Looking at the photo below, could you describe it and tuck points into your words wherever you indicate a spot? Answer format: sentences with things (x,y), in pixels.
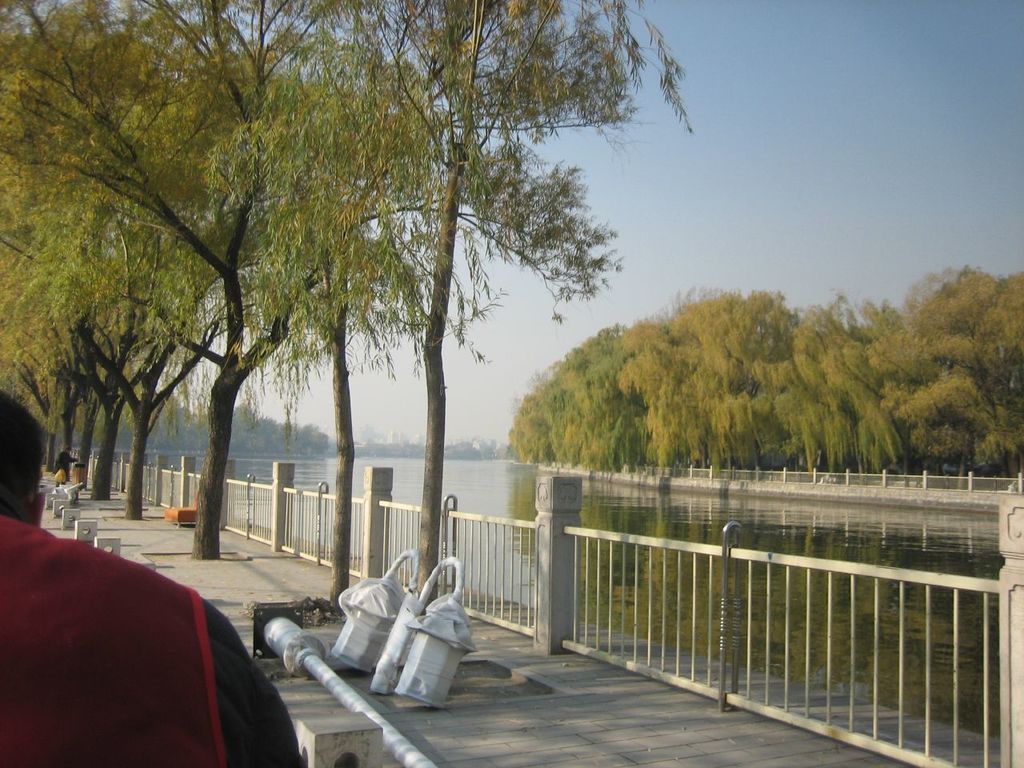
Here we can see a fence (577,526), water (600,523), trees (620,429), and two persons (84,720). In the background (949,188) there is sky (766,137).
